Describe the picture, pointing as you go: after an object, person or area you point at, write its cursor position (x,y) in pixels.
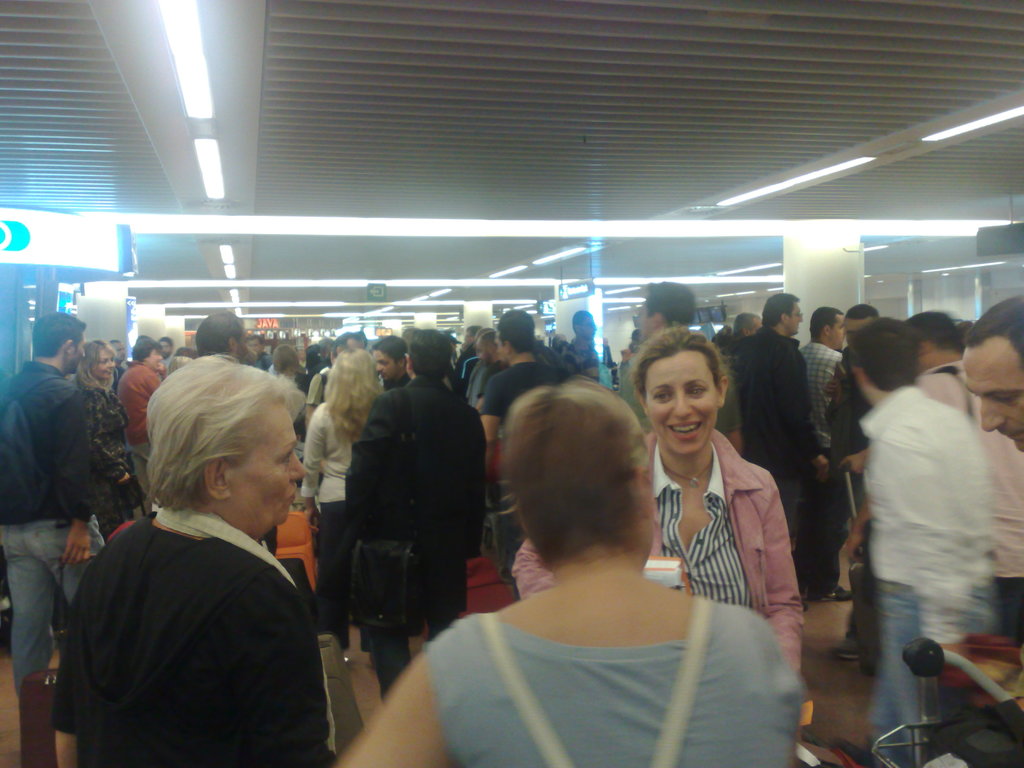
In this image I can see in the middle (670,509) a woman (708,537) is smiling and there are group of people (644,484) in this image, at the top (218,227) there are ceiling lights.
